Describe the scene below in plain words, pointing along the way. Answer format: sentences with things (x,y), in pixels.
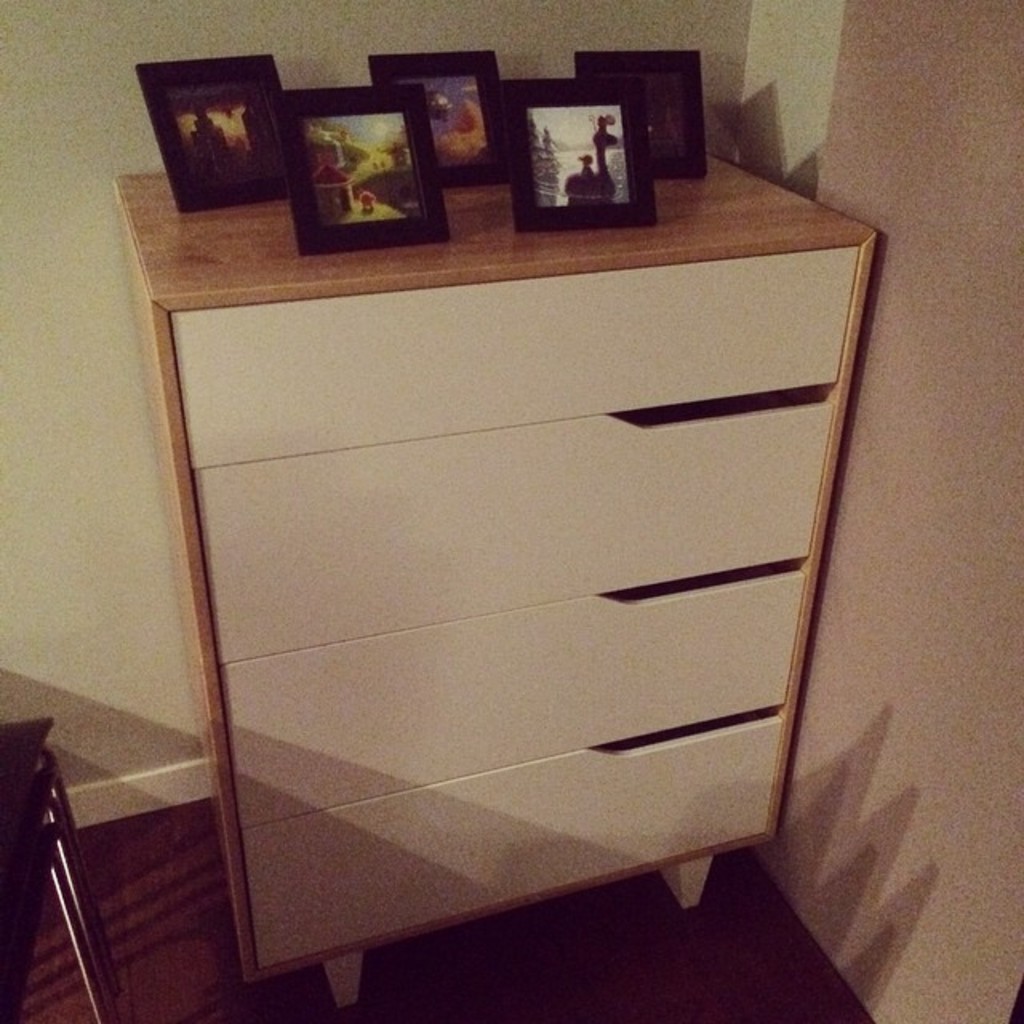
In the image there is a chest of drawers (310,486) in front of the wall (82,315) with photographs (539,139) on it.
